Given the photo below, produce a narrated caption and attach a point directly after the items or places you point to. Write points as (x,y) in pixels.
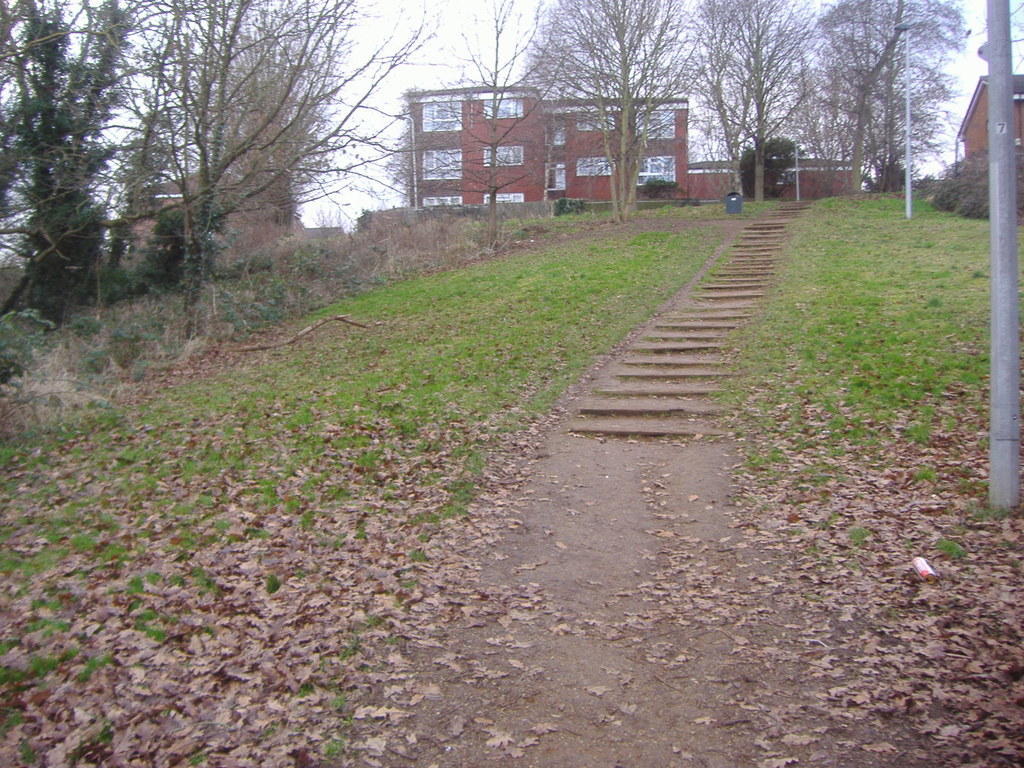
In this picture we can see the buildings (603,148), windows (666,159), trees (873,143), poles (999,98), stairs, bin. In the foreground of the image (539,671) we can see the grass (915,264), dry leaves (786,511) and ground (536,645). At the top of the image (432,7) we can see the sky (466,60).
